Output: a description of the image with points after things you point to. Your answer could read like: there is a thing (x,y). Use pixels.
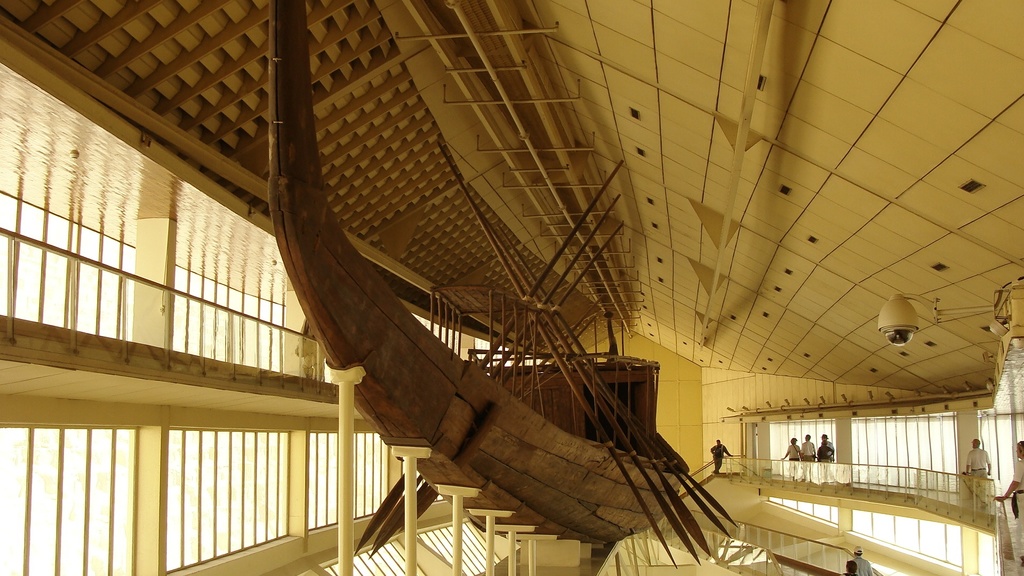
In this image in the front (525,412) there is a boat (523,416). On the right side (716,463) there are persons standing and walking and there is a railing (876,475) and there are windows (917,429), there is a camera (907,319). On the left side (227,442) there are windows (239,434).
